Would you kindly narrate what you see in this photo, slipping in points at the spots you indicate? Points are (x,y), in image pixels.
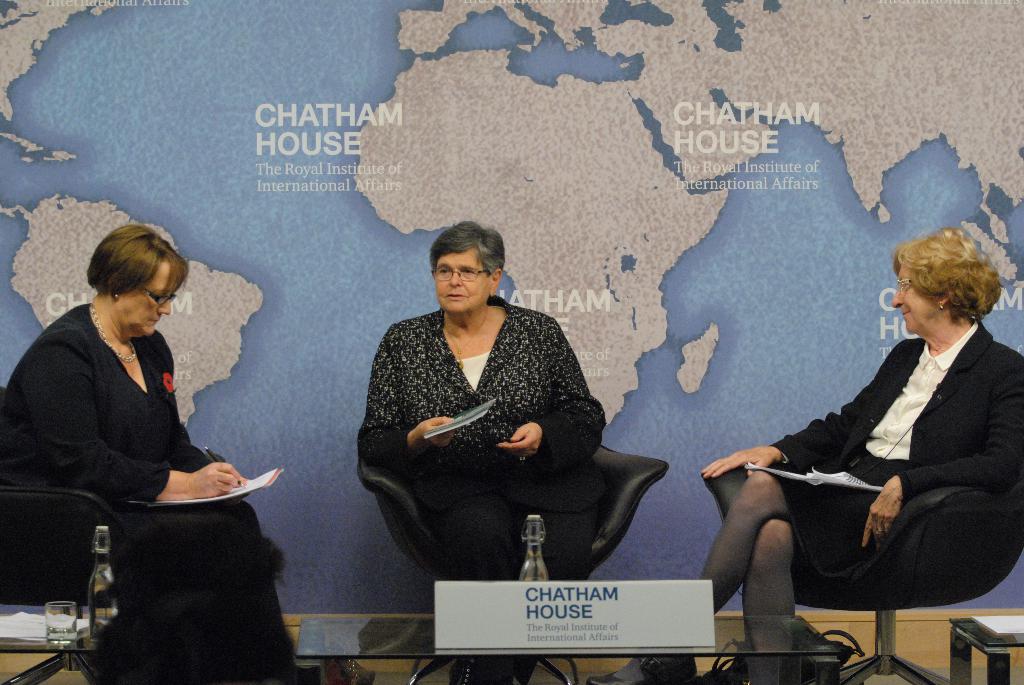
In this picture there are three people (758,529) sitting on chairs (408,531) and holding books (836,478) and we can see bottles (101,552), glass (53,625), papers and board (523,608) on tables (987,664). In the background of the image (671,300) we can see map (677,335).
